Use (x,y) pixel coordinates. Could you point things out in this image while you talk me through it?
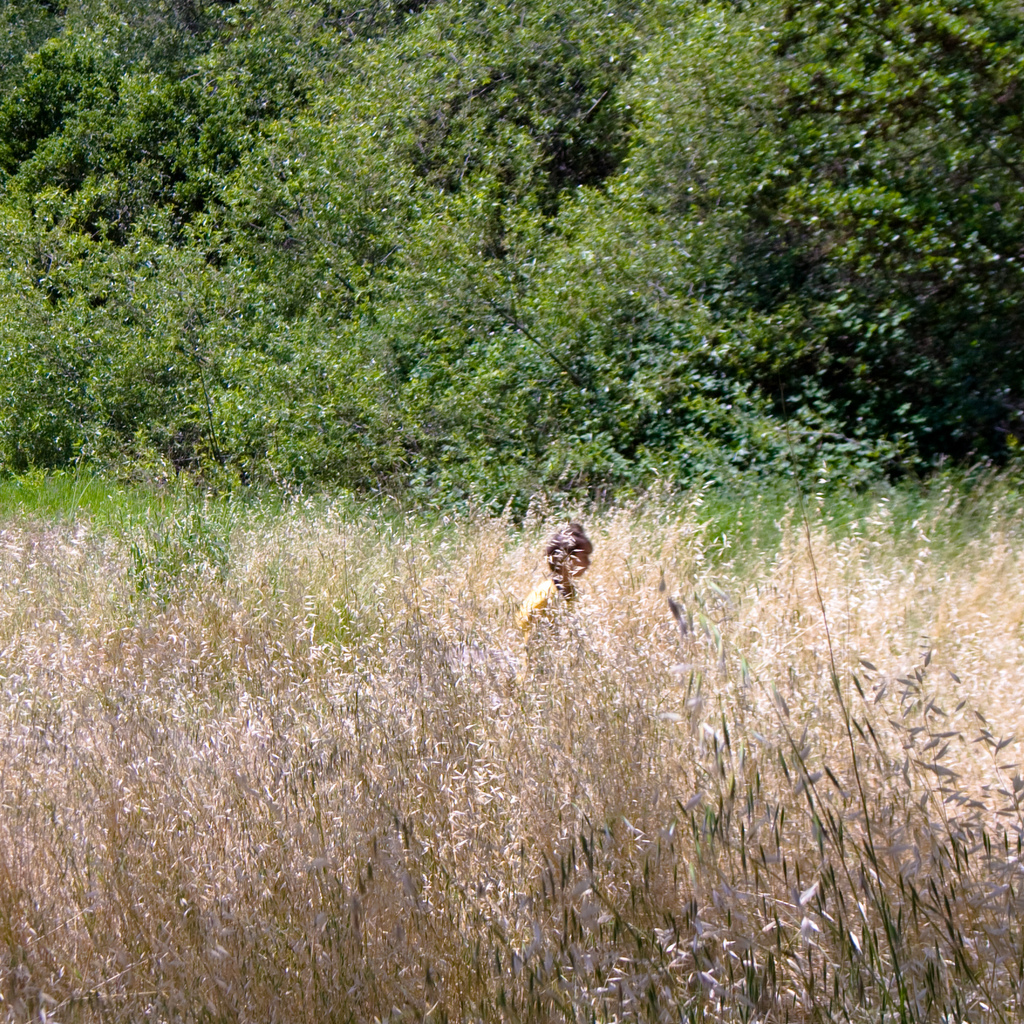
In this image in the front (441,762) there is dry grass (477,778). In the center (581,555) there is a person (575,567) and in the background (425,219) there are trees (440,181).
